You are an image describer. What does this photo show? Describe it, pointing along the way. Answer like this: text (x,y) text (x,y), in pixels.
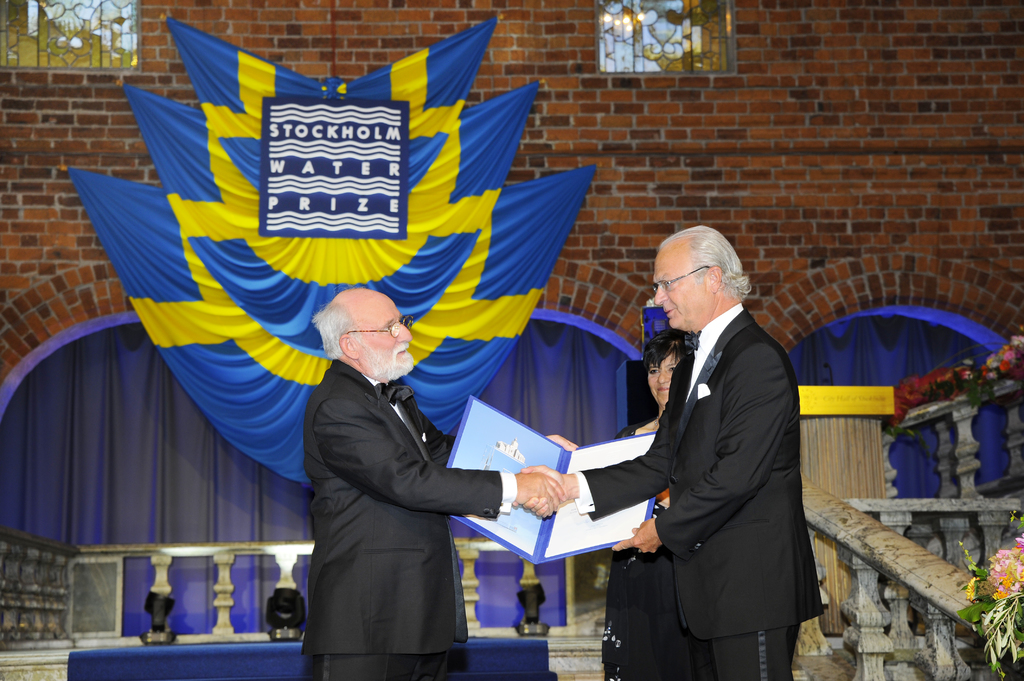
In this image, we can see persons (719,395) wearing clothes (409,550). There are two persons (511,488) shaking hands (555,487) and holding a file (590,550) with their hands (576,481). There is a wall (615,127) decorated with clothes (537,220). There are curtains (95,473) in the middle of the image (589,368). There are windows (651,71) on the wall (575,148).
